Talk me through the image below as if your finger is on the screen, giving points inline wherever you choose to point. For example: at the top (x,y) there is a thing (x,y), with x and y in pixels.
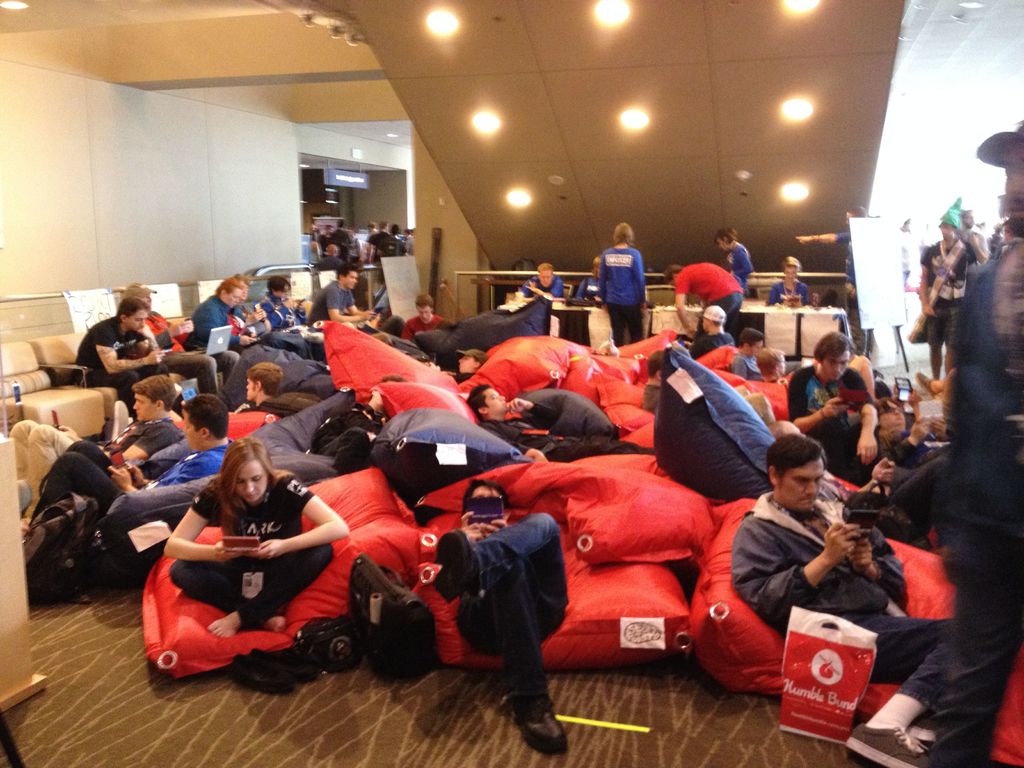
This image is taken indoors. At the bottom of the image (101,671) there is a floor (695,719). At the top of the image (357,26) there is a ceiling (650,59) with a few lights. On the left side of the image (204,214) there is a wall (204,214). In the middle of the image (525,399) many people (525,399) are sitting on the couches (227,407) and a few (292,526) are holding laptops (218,344) and mobile phones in their hands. There are two tables (579,308) with tablecloths (785,312) and a few things (510,299) on them. A few (692,280) are standing and there is a board (900,304).
